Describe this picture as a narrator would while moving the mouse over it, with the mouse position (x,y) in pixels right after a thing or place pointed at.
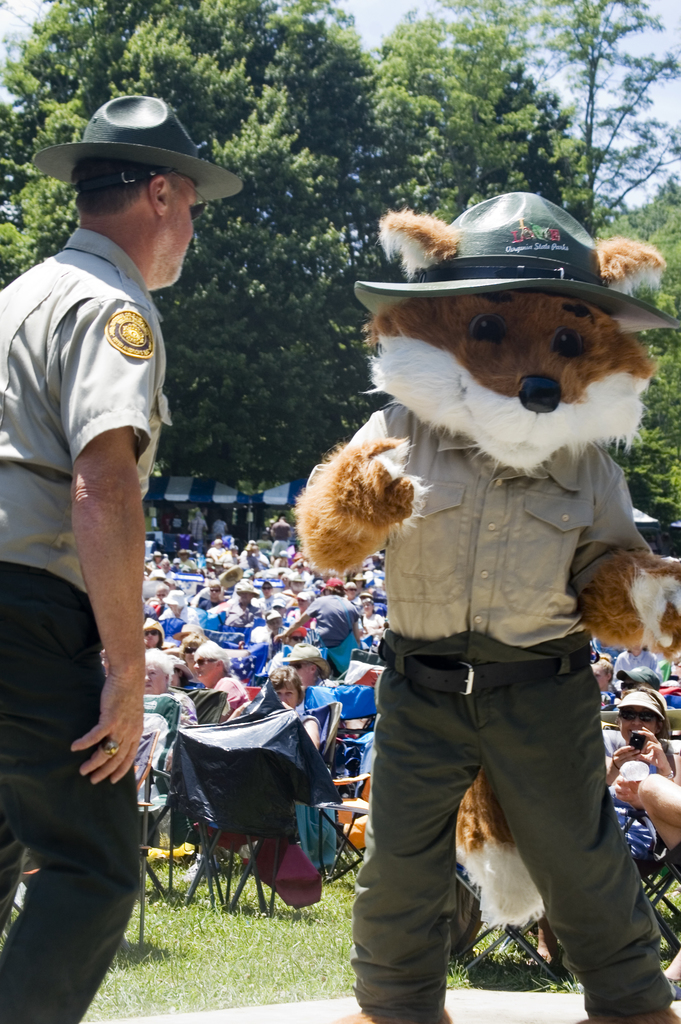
This picture might be taken from outside of the city. In this image, on the right side (519,660), we can see a person (573,487) wearing a mask (551,430). On the left side (121,465), we can also see another man (128,354) wearing black color hat (123,140). In the background (288,562), we can see a group of people (639,679), trees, at the top (397,0), we can see a sky (530,14), at the bottom (259,924) there is a grass (169,919).
